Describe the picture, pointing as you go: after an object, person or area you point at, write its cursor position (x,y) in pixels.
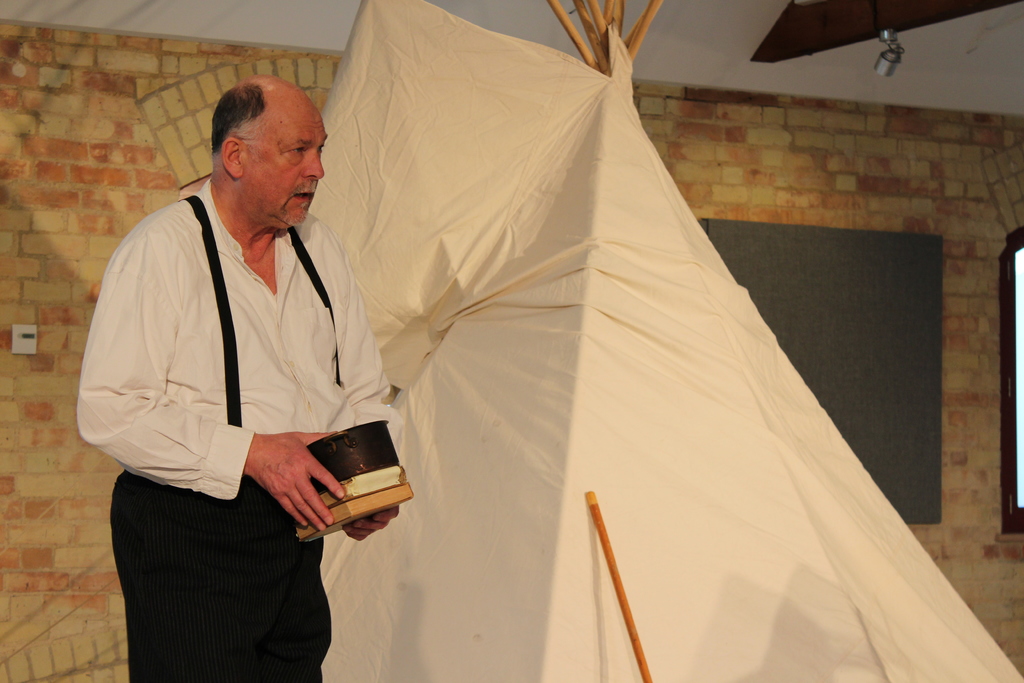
The man (305,310) in white shirt (246,341) and black pant (230,554) is holding books (346,516) and a black box (343,463) in his hands (281,454). Beside him, we see wooden sticks (582,20) and a white color cloth (568,263). Behind him, we see a wall (67,149) which is made up of bricks (42,515). On the right side (847,348), we see a black color board (883,312) or a television (857,394), which is placed on the wall (151,52).
